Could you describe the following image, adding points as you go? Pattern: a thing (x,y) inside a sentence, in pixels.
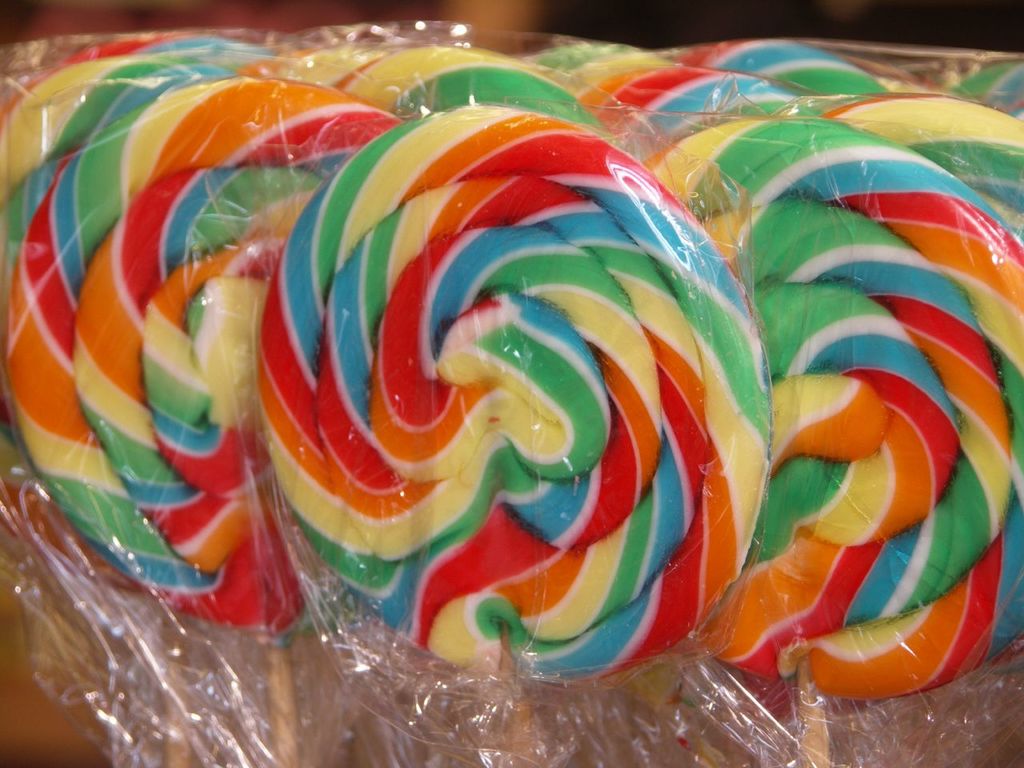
In this image there are lollipops (519,293).
